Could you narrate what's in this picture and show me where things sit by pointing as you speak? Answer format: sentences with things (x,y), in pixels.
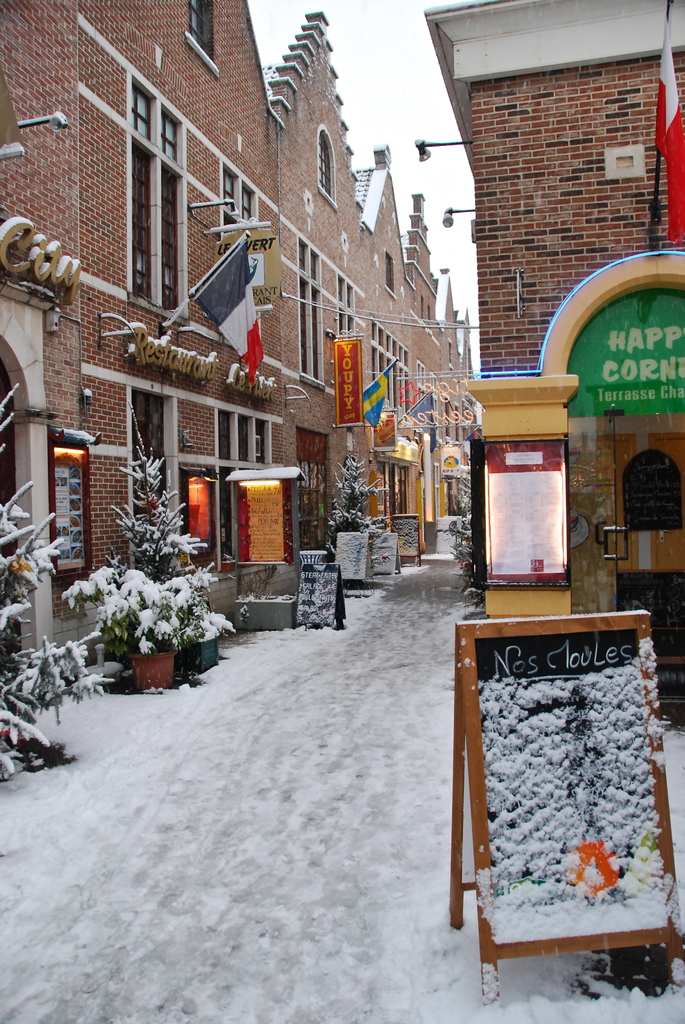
In the image I can see some buildings (270,430) to which there are some windows (301,257), flags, boards (524,458) and also we can see some plants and snow (392,916) on the floor (111,1019).
